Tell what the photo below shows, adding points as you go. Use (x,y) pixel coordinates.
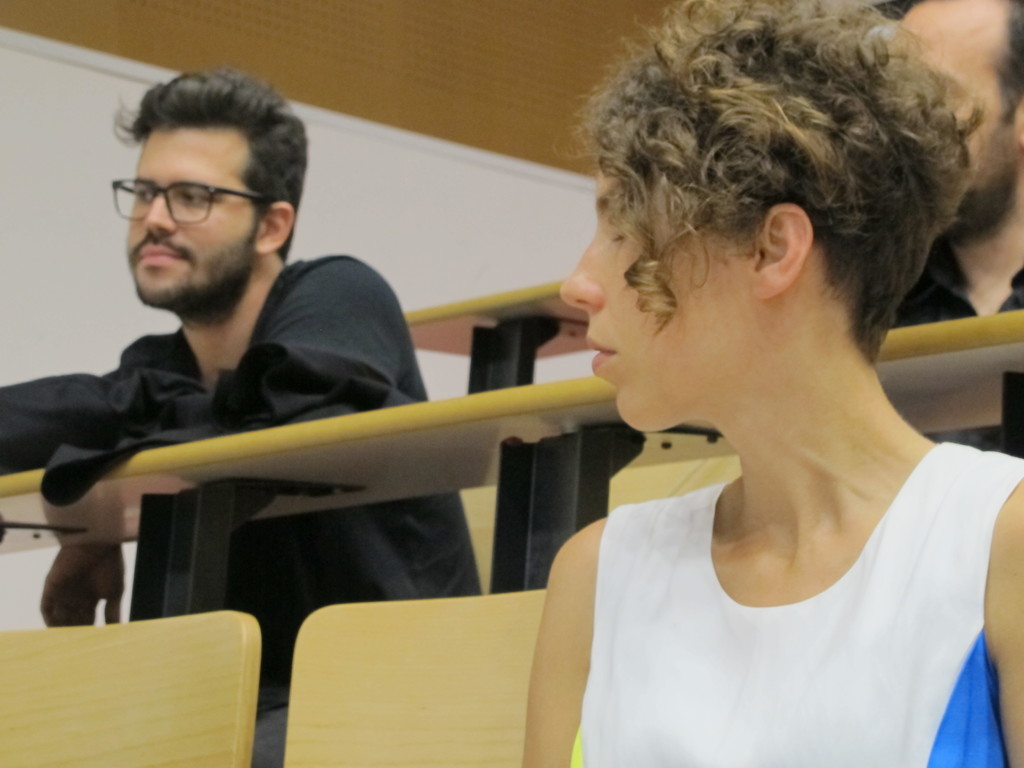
In this foreground of the image (760,428) we can see one woman (734,662) is sitting on a wooden chair (345,716). She is wearing a white color top (795,712). Behind her, two men (223,334) are sitting and we can see tables (557,417). At the top of the image (512,123), there is a wall (362,86).
